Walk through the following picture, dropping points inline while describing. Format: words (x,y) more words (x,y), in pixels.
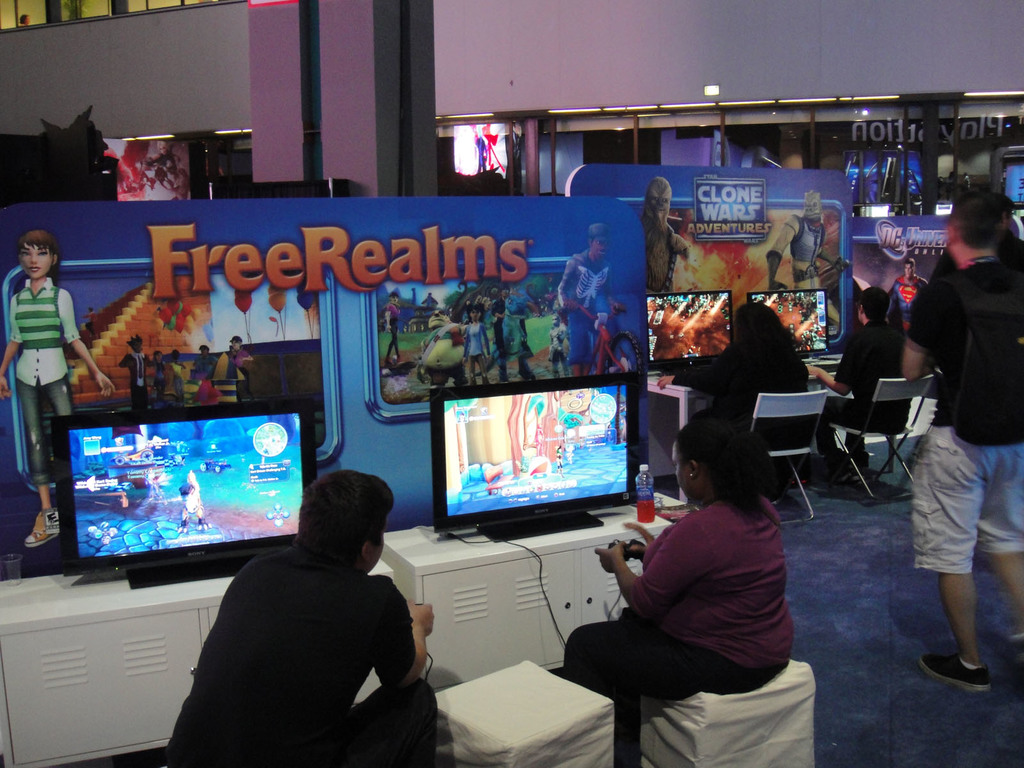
In this picture we can see a group of people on the ground (864,660), here we can see chairs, monitors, cartoon boards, wall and some objects (1018,321).
